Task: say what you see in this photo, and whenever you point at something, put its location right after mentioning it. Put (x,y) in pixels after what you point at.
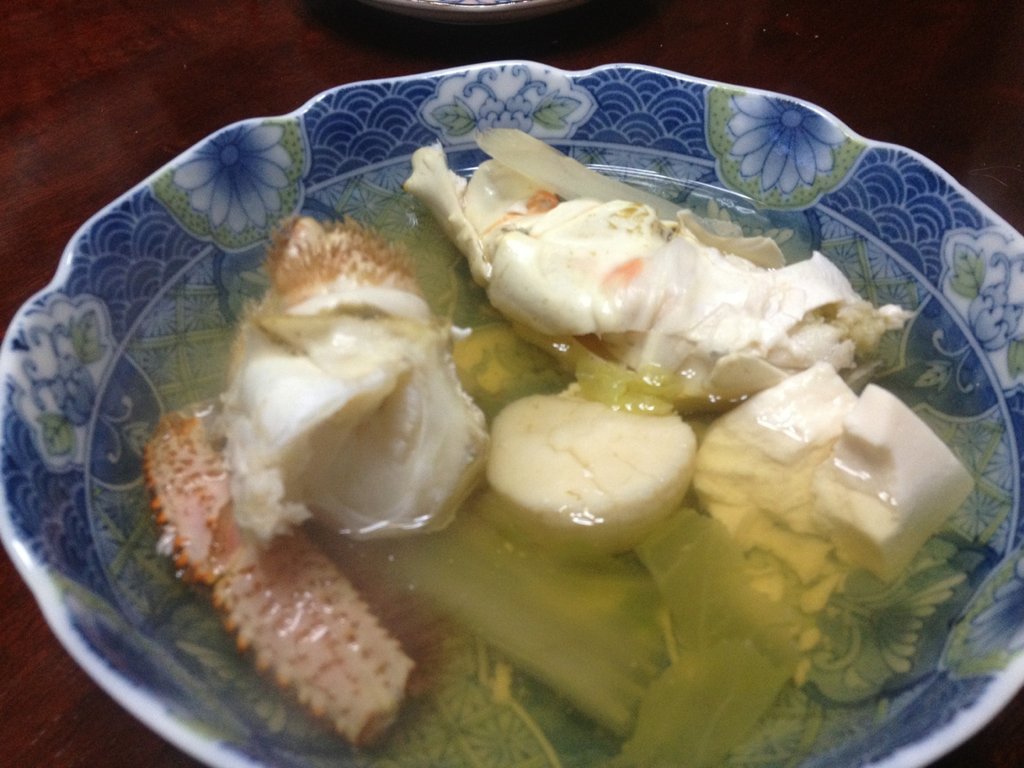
In this picture I can see few veggies (508,133) and water (429,745) in the bowl (749,196) and looks like a table (796,68) in the background (796,68).
